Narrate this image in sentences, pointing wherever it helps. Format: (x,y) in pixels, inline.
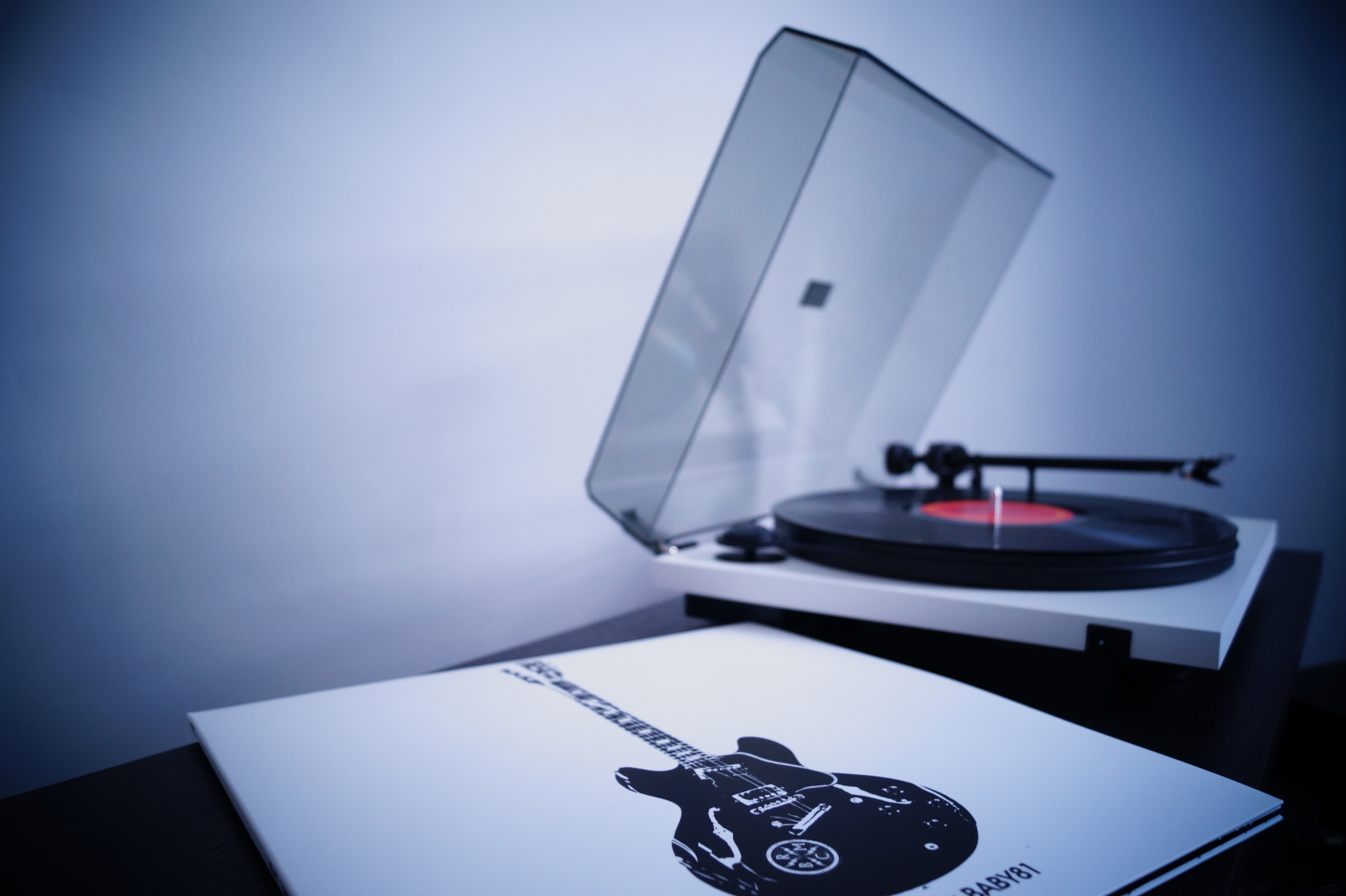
In this image there is a gramophone record player (808,382) and a record sleeve (667,676) on the table (1261,692), and in the background (522,400) there is a wall (663,237).
